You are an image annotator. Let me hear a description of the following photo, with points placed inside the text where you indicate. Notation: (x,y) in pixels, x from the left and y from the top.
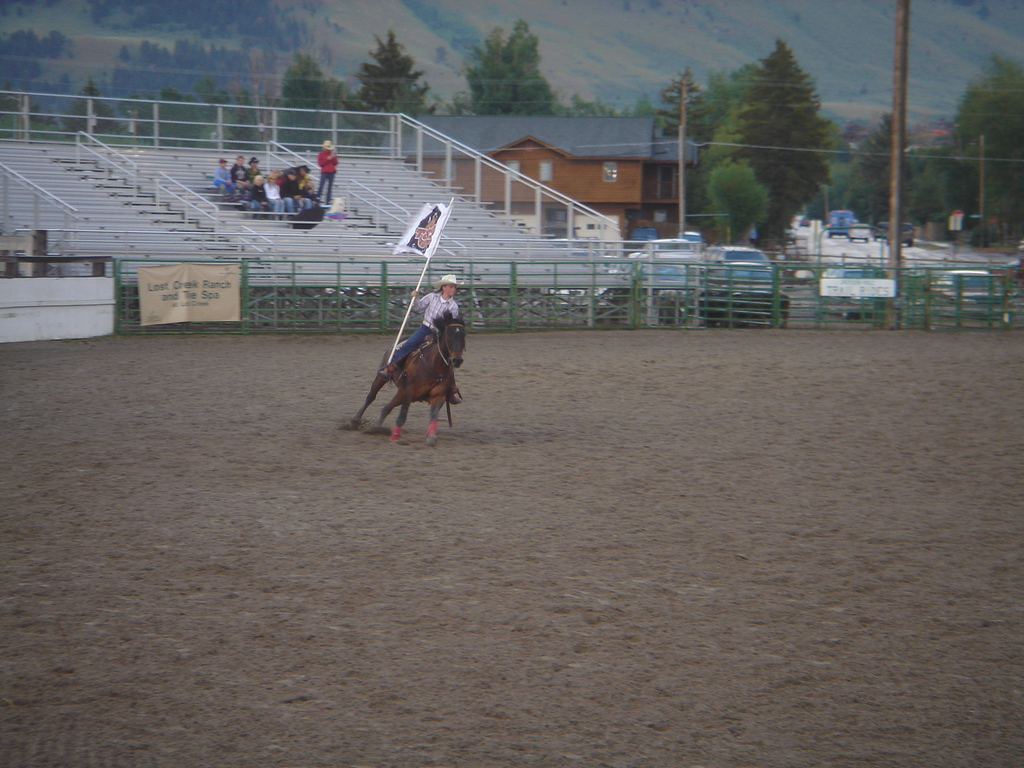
In this picture I can see a man (431,299) is riding the horse (428,376), he wore hat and also holding a flag (407,316) in his right hand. At the back side (320,151) few people (281,172) are sitting on the stairs (312,163) and observing this. On the right side (692,141) there is a house (609,192), few cars (642,252) are parked on the road (880,249) and there are trees (766,202) in this image.
